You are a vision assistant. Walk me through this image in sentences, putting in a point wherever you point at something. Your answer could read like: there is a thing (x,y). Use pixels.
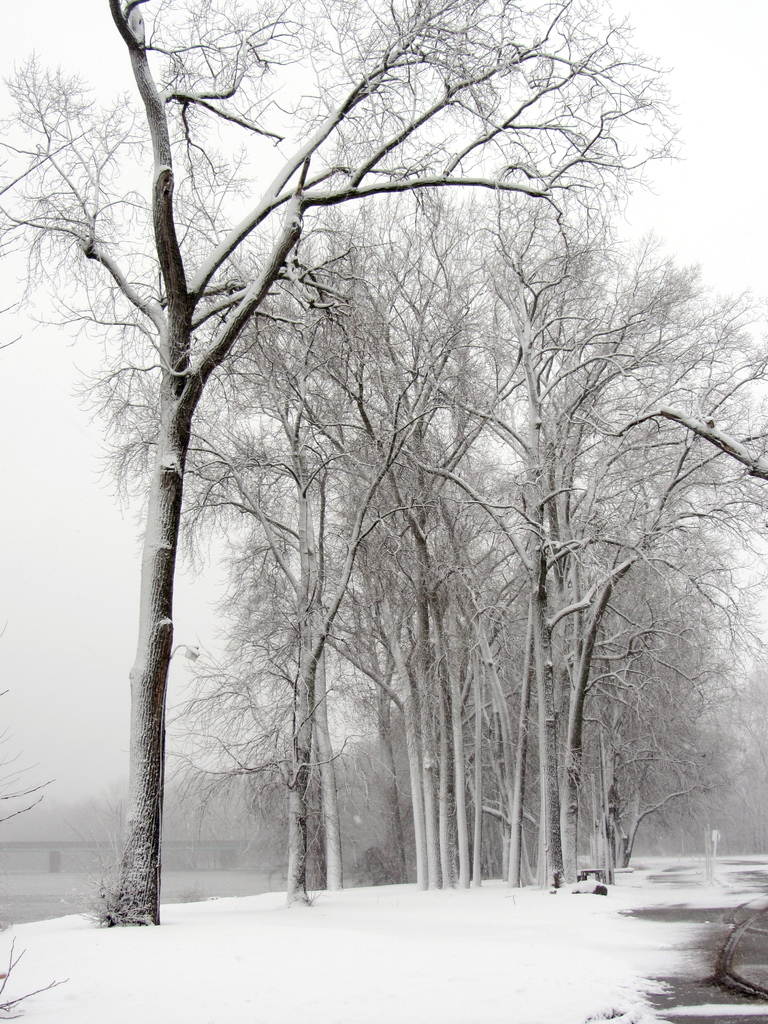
In this picture there are few trees (487,568) which has no leaves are covered with snow (305,501) and there are some other objects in the background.
